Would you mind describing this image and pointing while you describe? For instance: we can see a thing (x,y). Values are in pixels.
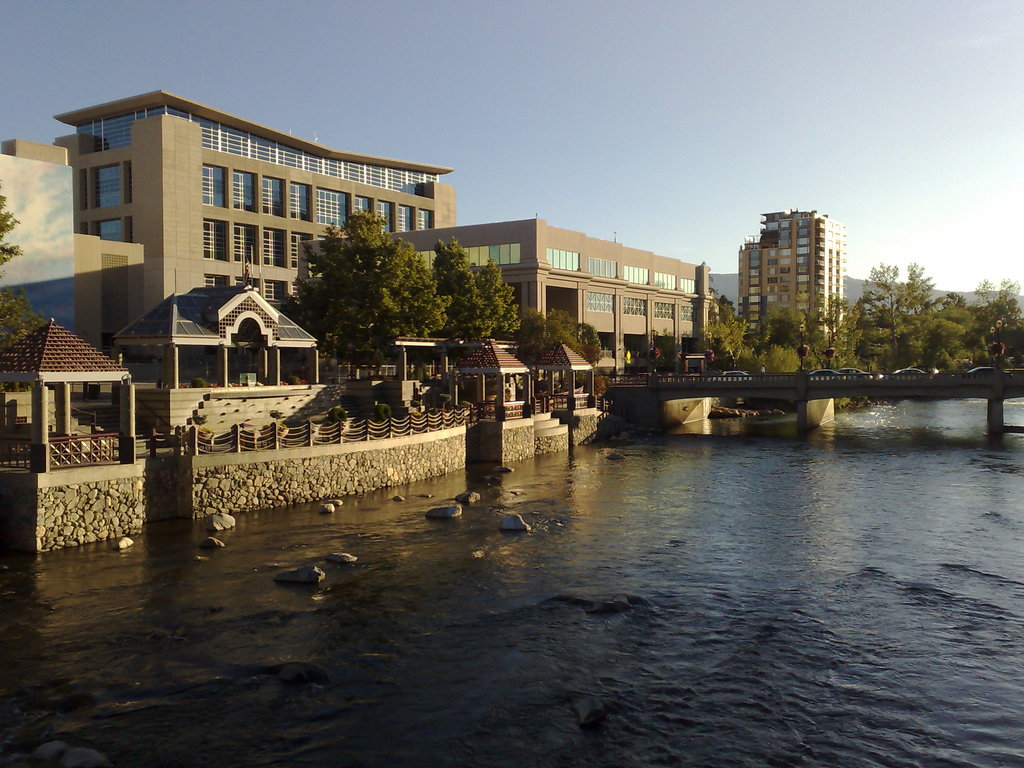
In this picture this is bridge (930,375). And this water (622,600) flowing and this are some building (171,284).
